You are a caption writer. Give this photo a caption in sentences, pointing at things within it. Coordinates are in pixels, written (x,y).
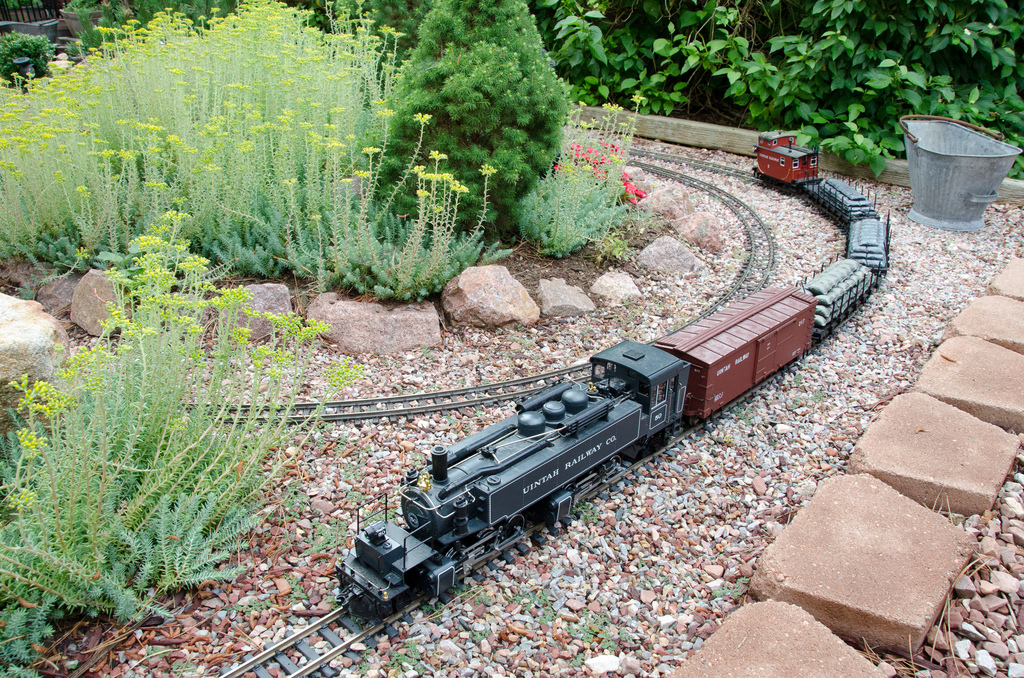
In the center of the image (632,345) there is a toy (794,360) of a train (666,415). At the bottom of the image (580,580) there are stones (649,552), bricks (826,520). On the left side of the image (186,377) there are plants (414,106). On the right side of the image (953,227) there is a bucket (914,175).
